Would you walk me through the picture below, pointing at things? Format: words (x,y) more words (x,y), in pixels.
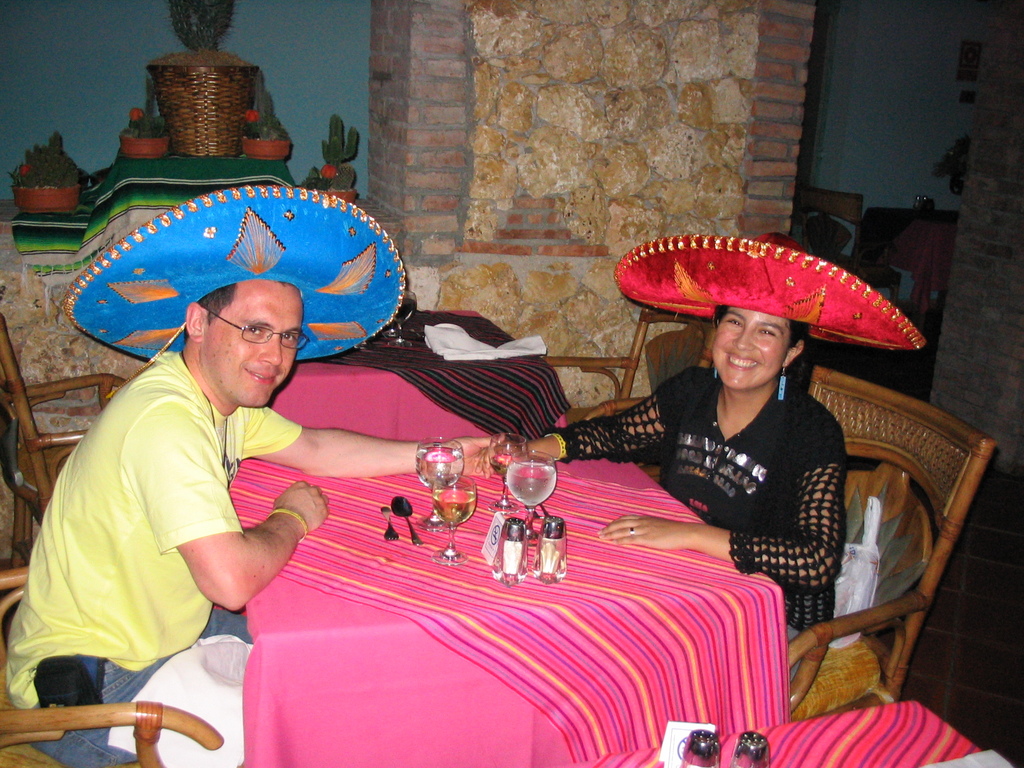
In the image we can see there are people (366,449) sitting on the chair (912,635) and they are wearing hats (342,287). On the table (399,496) there are wine glass (494,463), spoon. fork (390,527), salt and pepper bottles (503,577). Behind there is a wall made up of bricks (752,118) and stones (650,180).
